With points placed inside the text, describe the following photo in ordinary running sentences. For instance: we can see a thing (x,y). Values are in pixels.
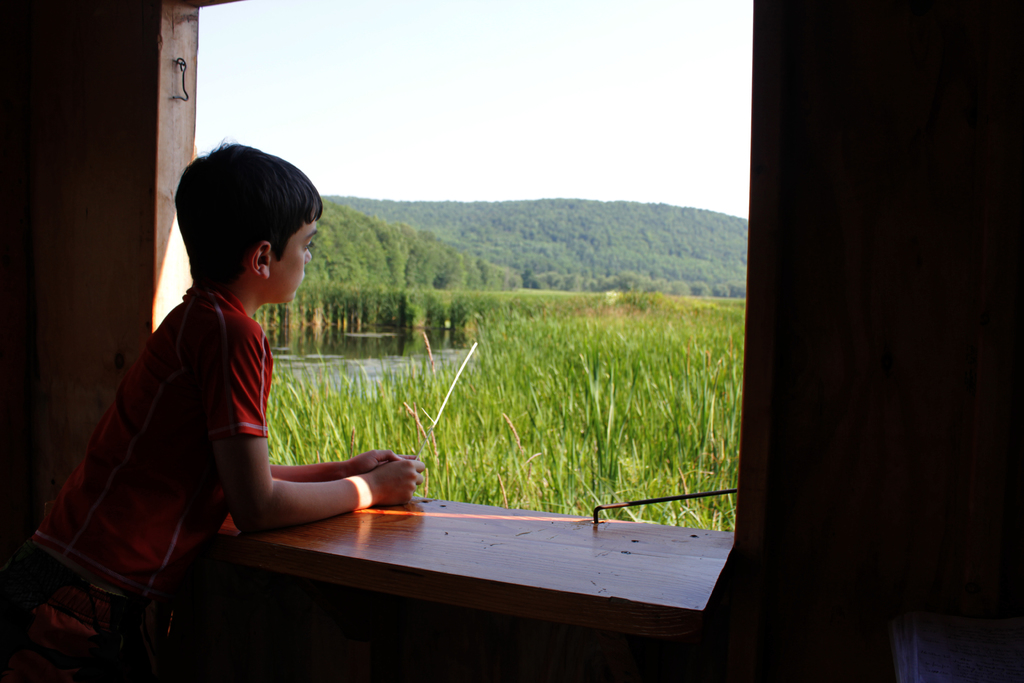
In this image, we can see a person (166,506) standing near window (592,561) and in the background (610,228), there are hills (525,233), fields (439,399) and there is water (397,351).
